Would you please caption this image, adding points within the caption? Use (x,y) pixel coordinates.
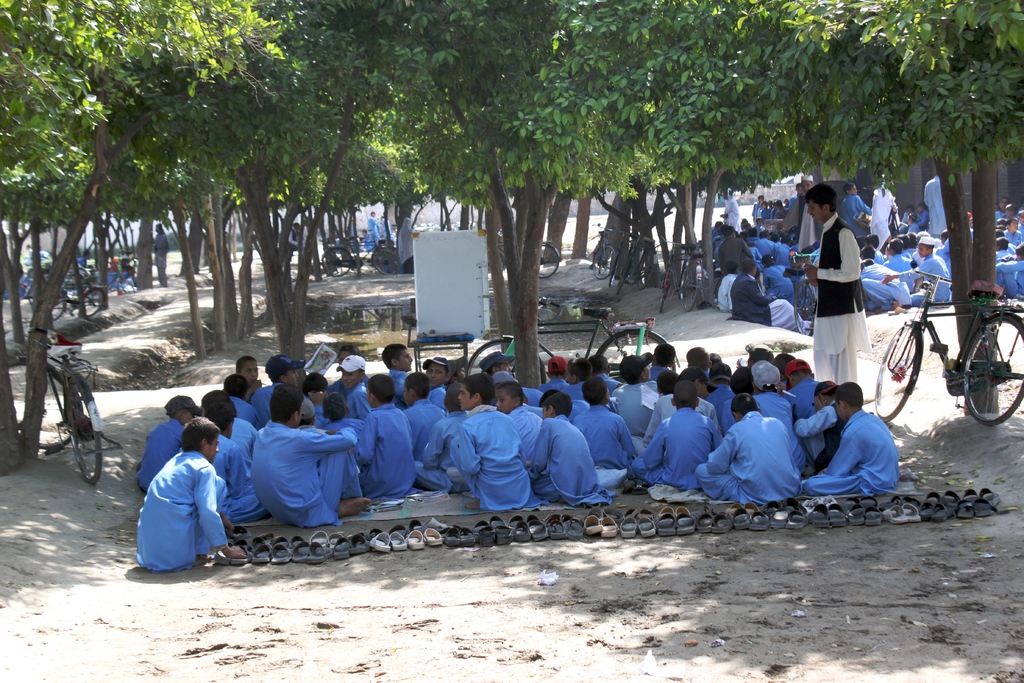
There are groups of people (610,402) sitting on the ground (564,257) and few people (823,272) standing. These are the bicycles (667,268), which are parked. These are the trees (328,104) with branches (552,78) and leaves (676,160). I can see the pair of sandals (975,500) arranged in an order.
